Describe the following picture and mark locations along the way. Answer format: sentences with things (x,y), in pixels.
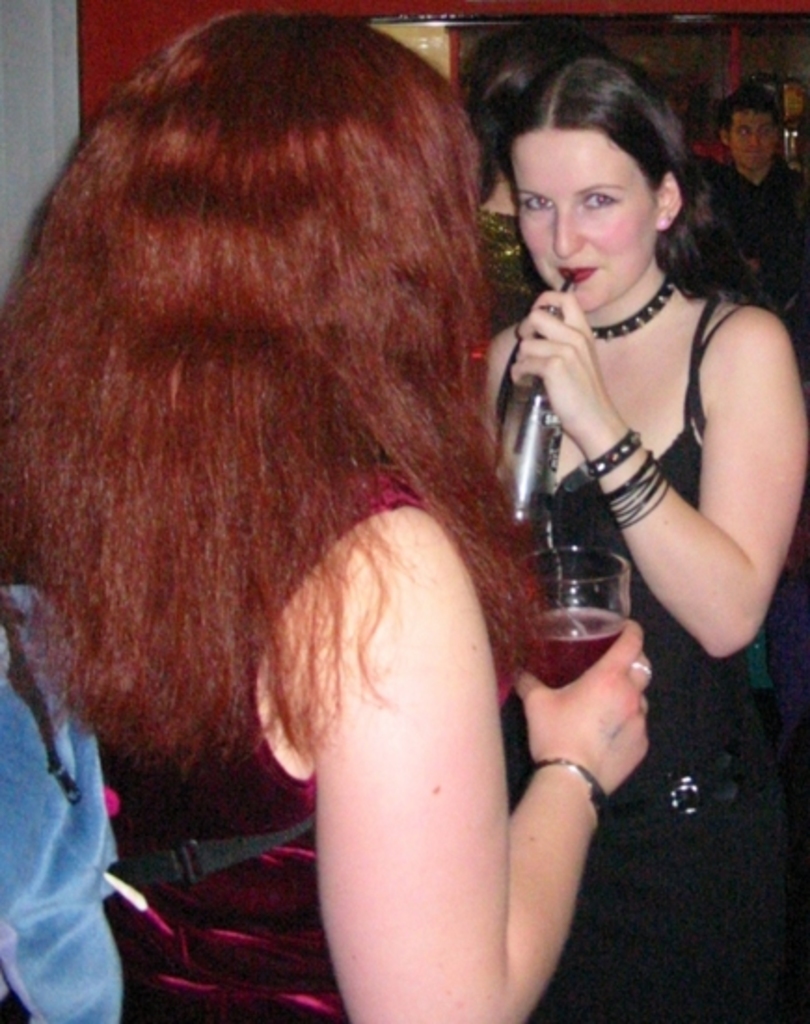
In this picture, we can see a few people (355,602), among them two are holding some objects (555,665), and we can see the wall (101,90).
